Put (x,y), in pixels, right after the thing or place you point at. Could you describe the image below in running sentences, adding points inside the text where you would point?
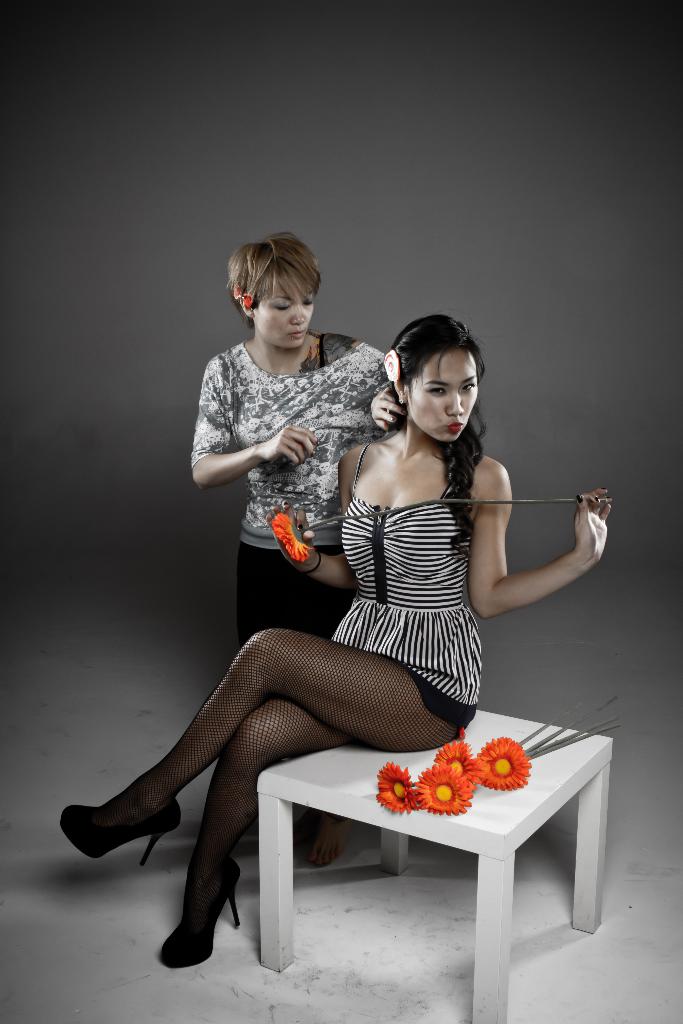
There are two women (301,673) in this picture. One is sitting and the other is standing beside her. There is a table (355,786) on which flowers (467,784) are placed. There is a wall (292,155) in the background (251,145).
